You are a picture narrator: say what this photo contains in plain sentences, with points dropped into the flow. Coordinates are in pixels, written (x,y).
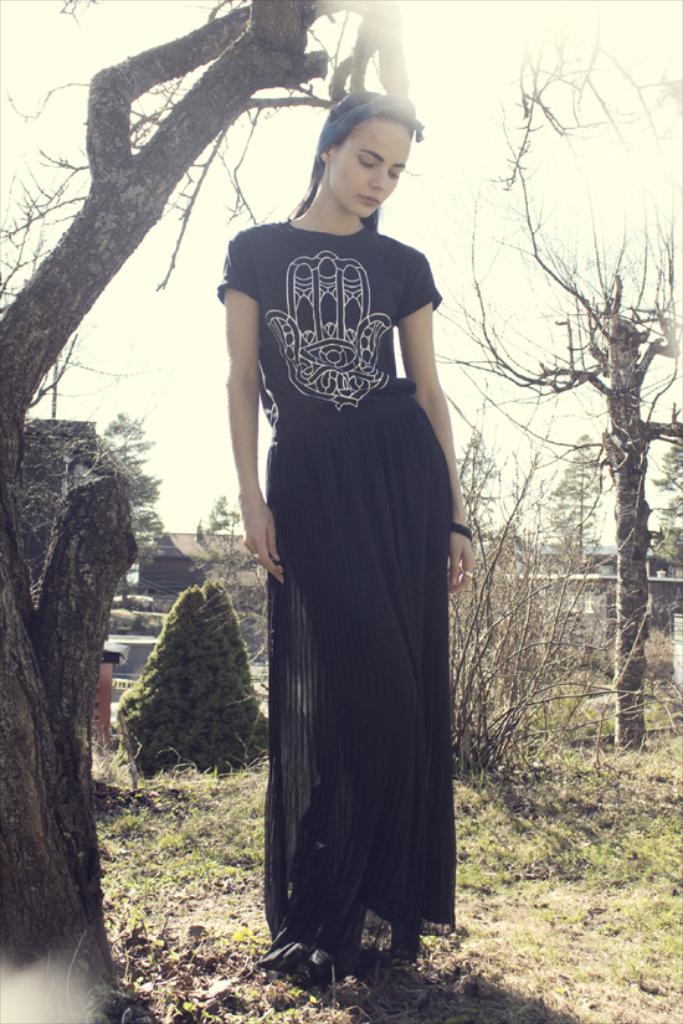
In this image in the center (349,453) there is one woman (352,529) who is standing, and in the background (603,649) there are some houses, trees (634,708) and some plants (613,652). At the bottom (525,887) there is grass (108,884).
